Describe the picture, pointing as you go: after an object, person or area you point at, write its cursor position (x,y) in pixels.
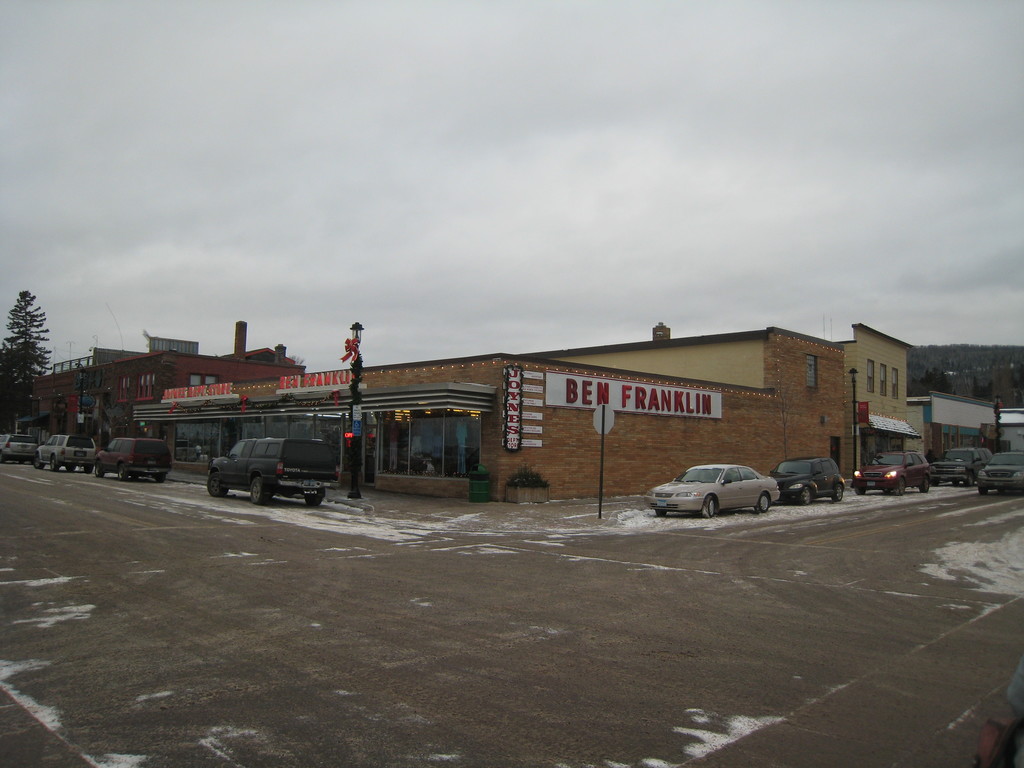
In the center of the image (456,429) we can see buildings (418,396), boards (606,399), poles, lights (358,329), trees (26,409), cars (871,474) are there. At the top of the image (568,149) clouds (626,150) are present in the sky (574,319). At the bottom of the image (552,634) road (547,532), snow (566,532) are there.
